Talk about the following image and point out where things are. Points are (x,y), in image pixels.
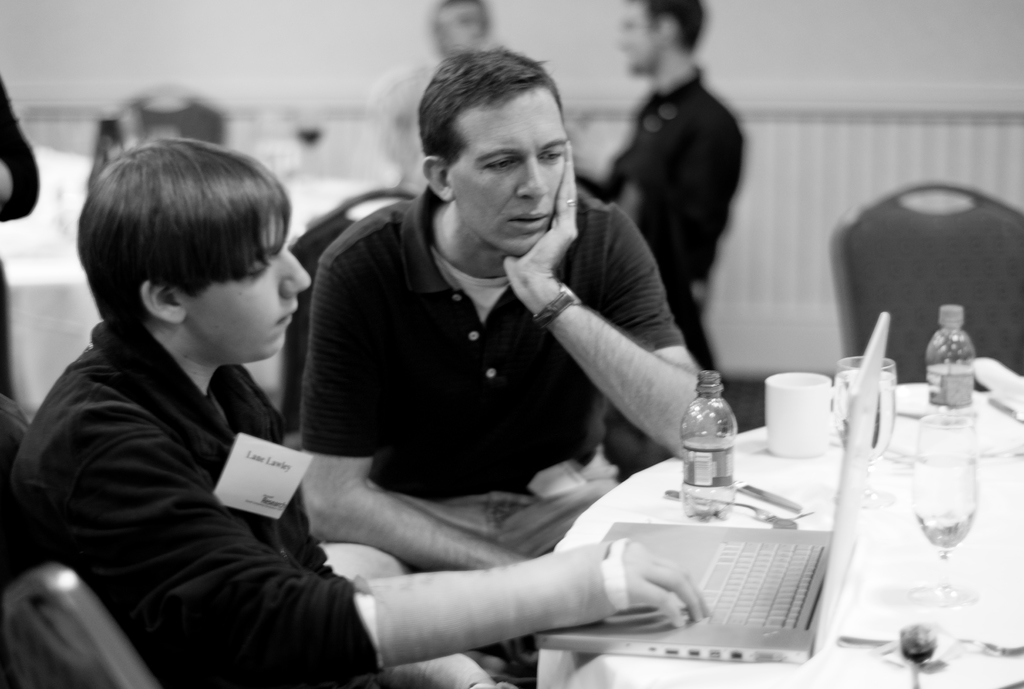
As we can see in the image there are few people (418,80) standing and sitting on chairs (89,592) and there is a table (849,579). On table (907,430) there are glasses (837,390), cups (805,381), bottles (928,354) and laptop (813,562).
